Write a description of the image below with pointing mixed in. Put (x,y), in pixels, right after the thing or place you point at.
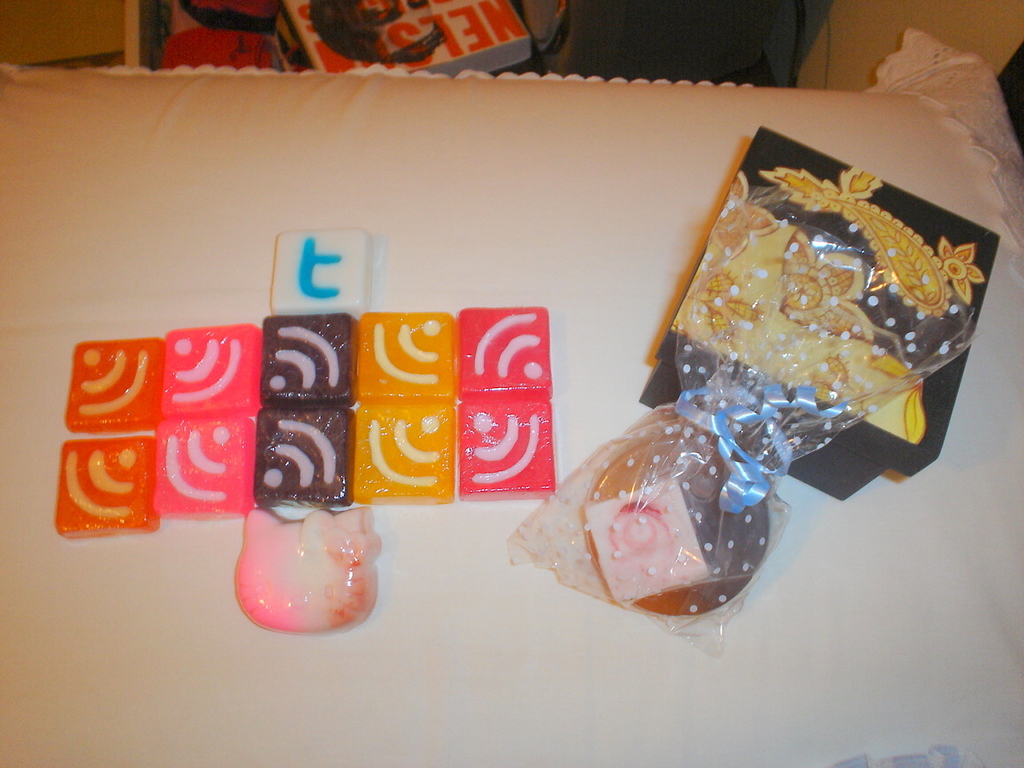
In the center of the image (501,260) we can see one table (419,619). On the table (419,619), we can see one box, one cloth (439,626), one plastic cover (705,492), some food items (223,465) and a few other objects (241,428). In the plastic cover (629,533), we can see one object (716,539), which is in brown color. In the background (882,23) there is a wall (959,7), book (346,2) and a few other objects (772,47).
